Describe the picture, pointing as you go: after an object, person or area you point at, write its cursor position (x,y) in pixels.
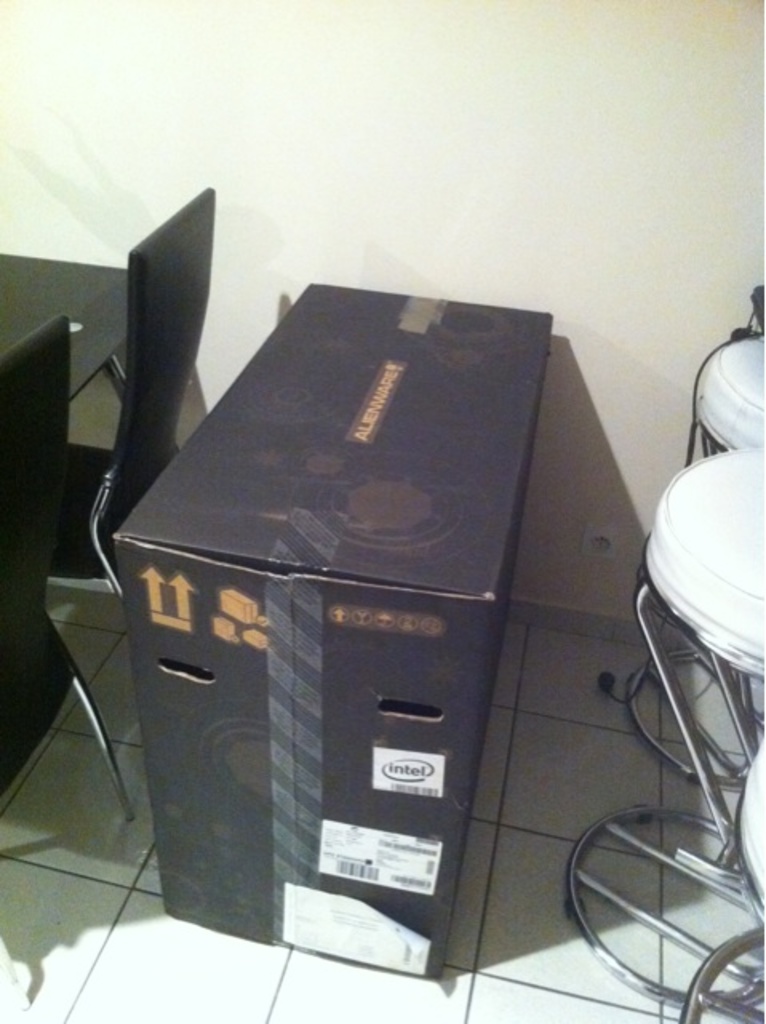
In this picture there is a cardboard box (342,761) and there is text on the box (296,896) and there are chairs (683,870) and there is a table (32,321). At the bottom (479,902) there is a floor (525,928). At the back (129,196) there is a wall (636,363).
